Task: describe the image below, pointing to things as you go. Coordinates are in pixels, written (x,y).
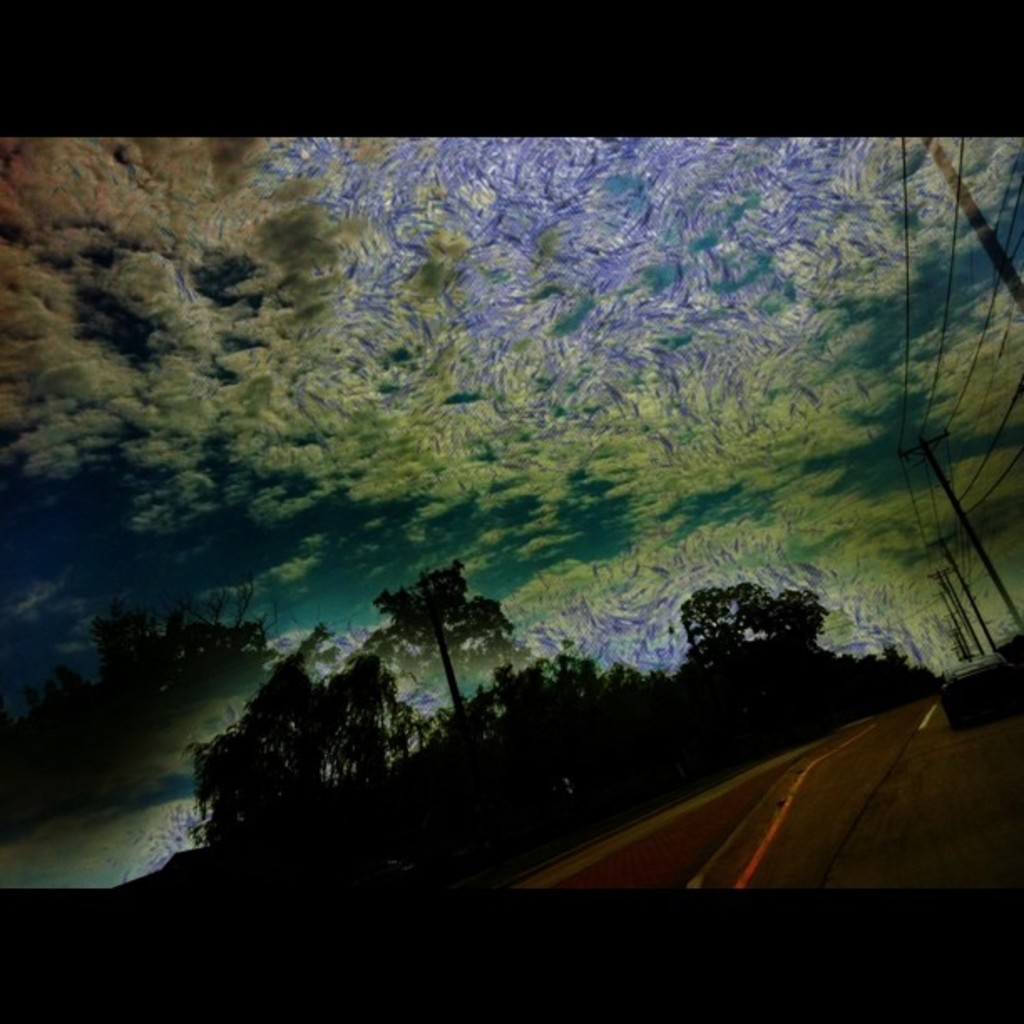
This is an edited image, in this image there are trees (808,687), road (878,794), poles (972,543) and the sky (515,401).
